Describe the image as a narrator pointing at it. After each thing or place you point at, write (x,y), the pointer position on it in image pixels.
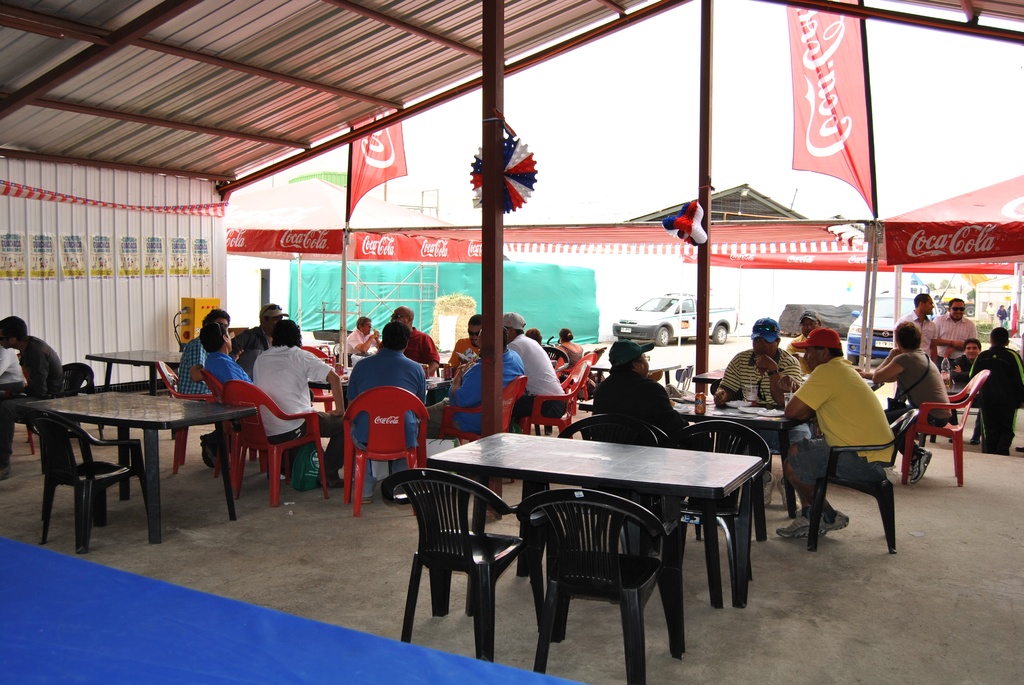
The image is taken inside the restaurant (793,413). In the image there are group of people (281,405) sitting on chair (703,442) in front of a table (770,424). On table (722,415) we can see a coke tin (699,403), plates (763,413) on right side (889,345) we can also see a car (890,331) blue color. In background (526,288) there is a green color cloth (518,291) and sky (634,169) is on top (659,122).
